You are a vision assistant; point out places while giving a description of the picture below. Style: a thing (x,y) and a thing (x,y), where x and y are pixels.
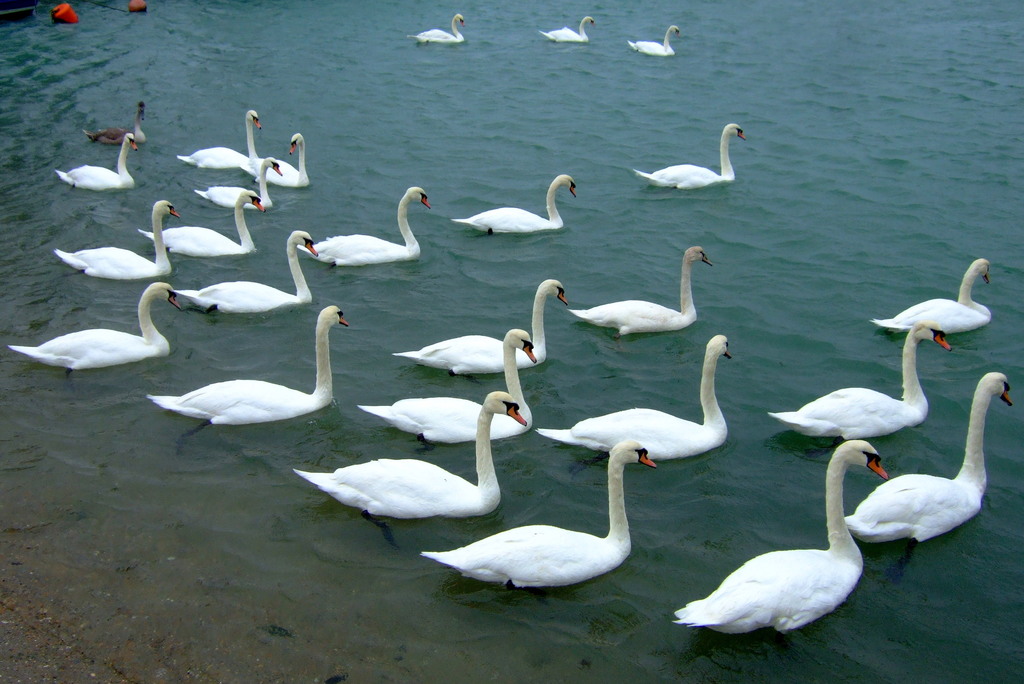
In this image there are birds (297,174) in the water (630,360) and there is an object (63,16) which is red in colour, at the top left of the image (74,18), which is in the water (104,27).
